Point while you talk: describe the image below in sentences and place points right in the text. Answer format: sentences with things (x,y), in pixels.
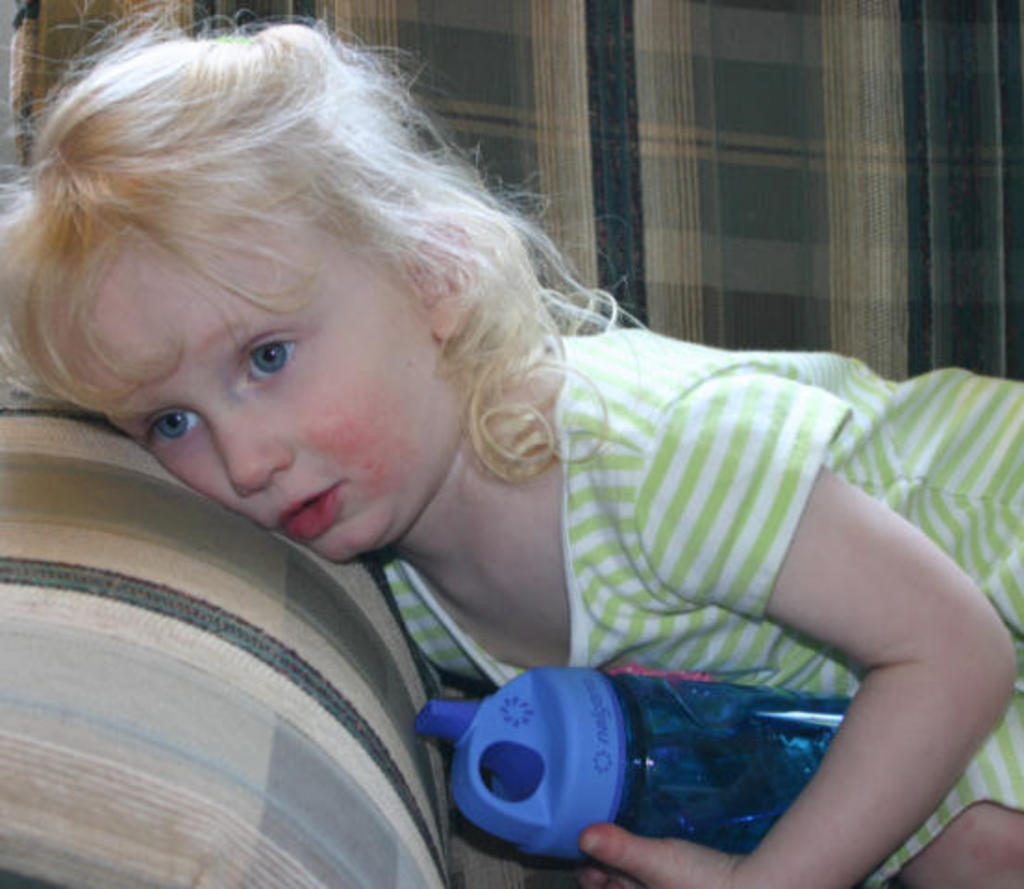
In this image i can see a girl (478,363) holding a bottle (641,710) laying on a couch (743,227).
